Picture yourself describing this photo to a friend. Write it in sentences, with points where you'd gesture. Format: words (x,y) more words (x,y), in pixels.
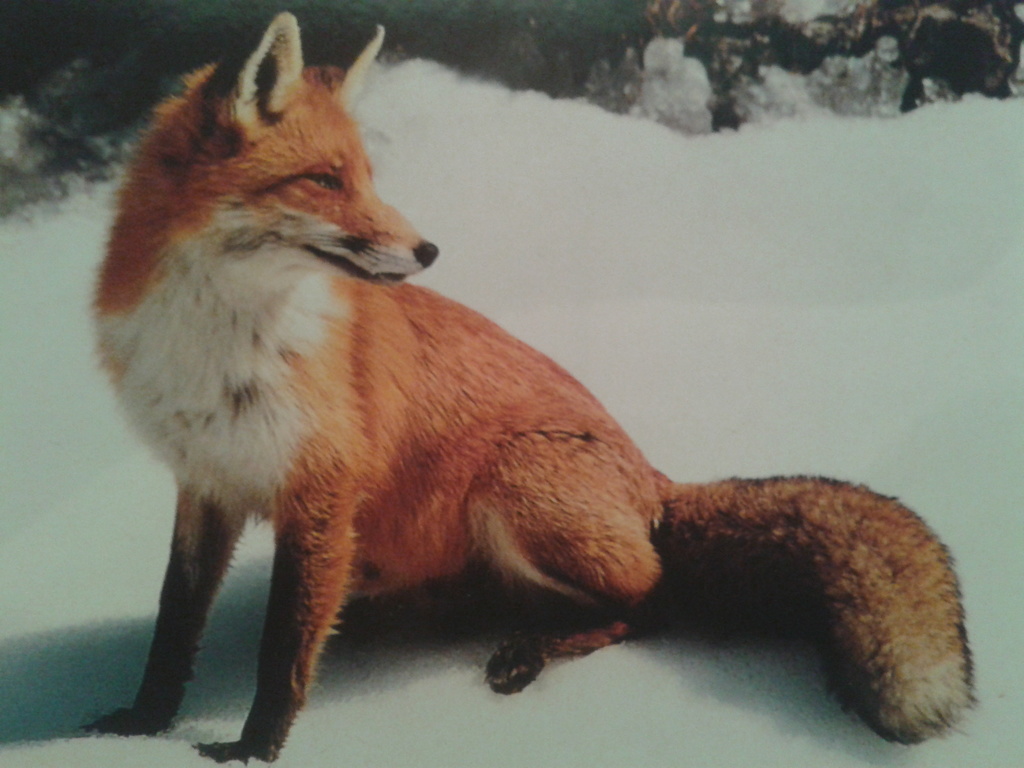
In this picture we can see an animal (374,290) on snow (685,381) and in the background (693,61) we can see some objects (626,57).
